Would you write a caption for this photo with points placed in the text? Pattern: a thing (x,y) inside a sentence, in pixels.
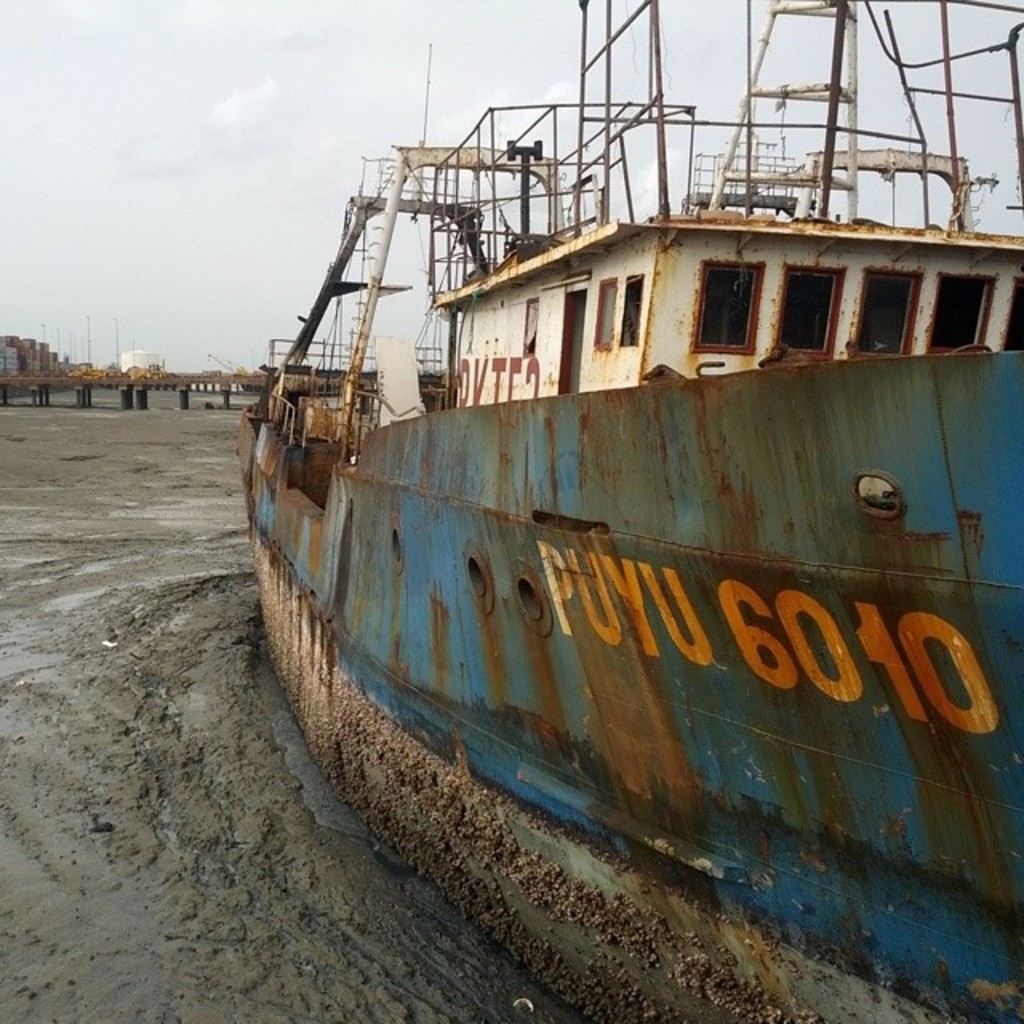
In this picture I can see a boat (352,587) on the mud (223,698), there is a bridge (131,378) or a pier (43,378), there are buildings (126,355), and in the background (325,111) there is the sky (453,108).
